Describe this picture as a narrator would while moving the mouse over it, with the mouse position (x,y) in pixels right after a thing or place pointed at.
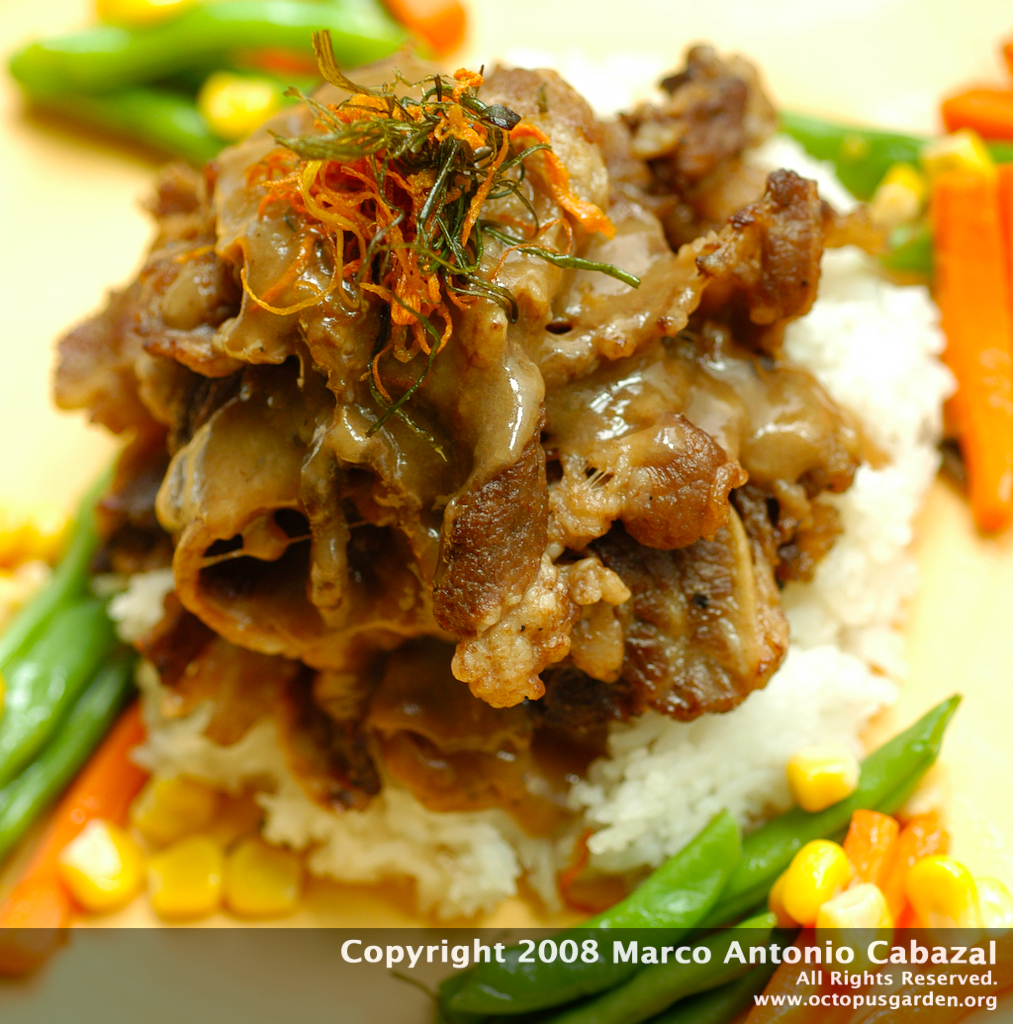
In this picture we can see food items (408,258) on an object (962,539). On the image, there is a watermark (906,973).
